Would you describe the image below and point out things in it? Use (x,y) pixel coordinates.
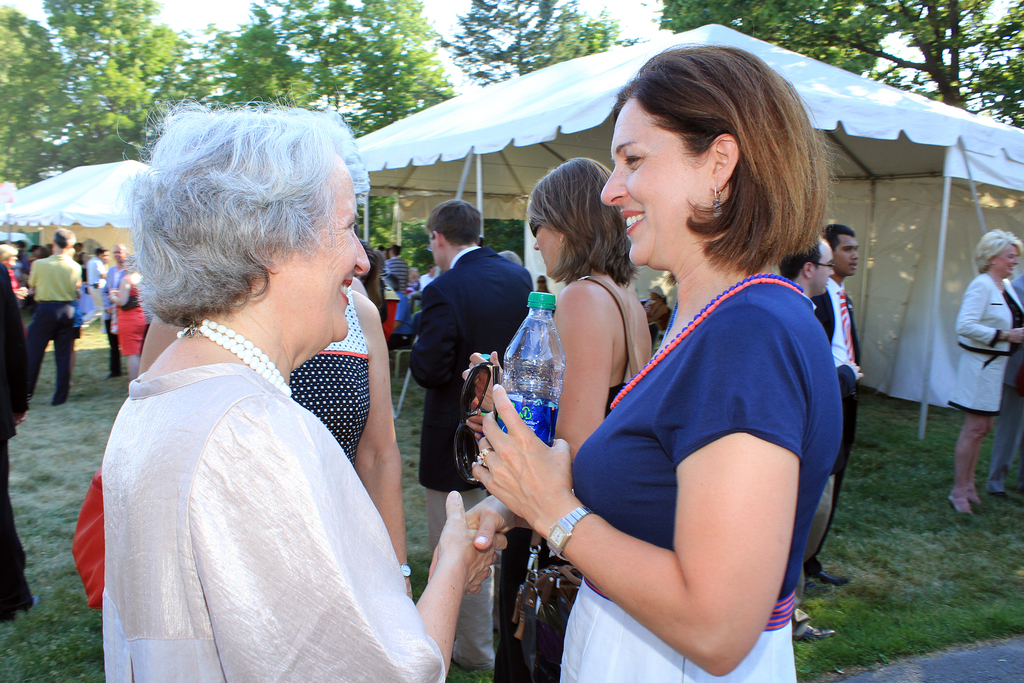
In this image I can see the group of people (424,326) with different color dresses (292,396). I can see one person (507,513) holding the bottle (519,403) and another person (520,515) with the goggles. In the back (365,225) there are tents (414,152), trees (119,30) and the sky (440,16).
